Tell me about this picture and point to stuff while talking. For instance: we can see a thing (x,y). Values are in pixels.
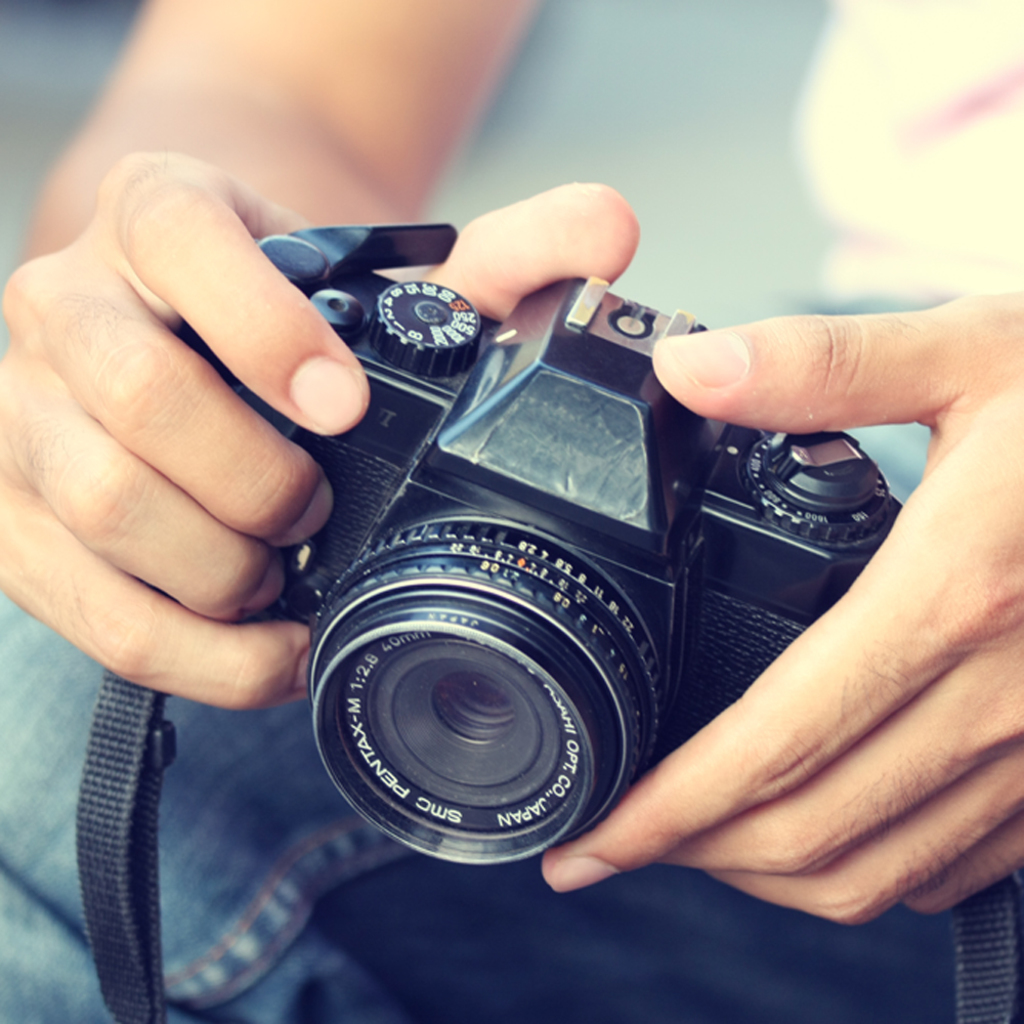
In this image we can see a person (285,760) holding a camera (413,575).
